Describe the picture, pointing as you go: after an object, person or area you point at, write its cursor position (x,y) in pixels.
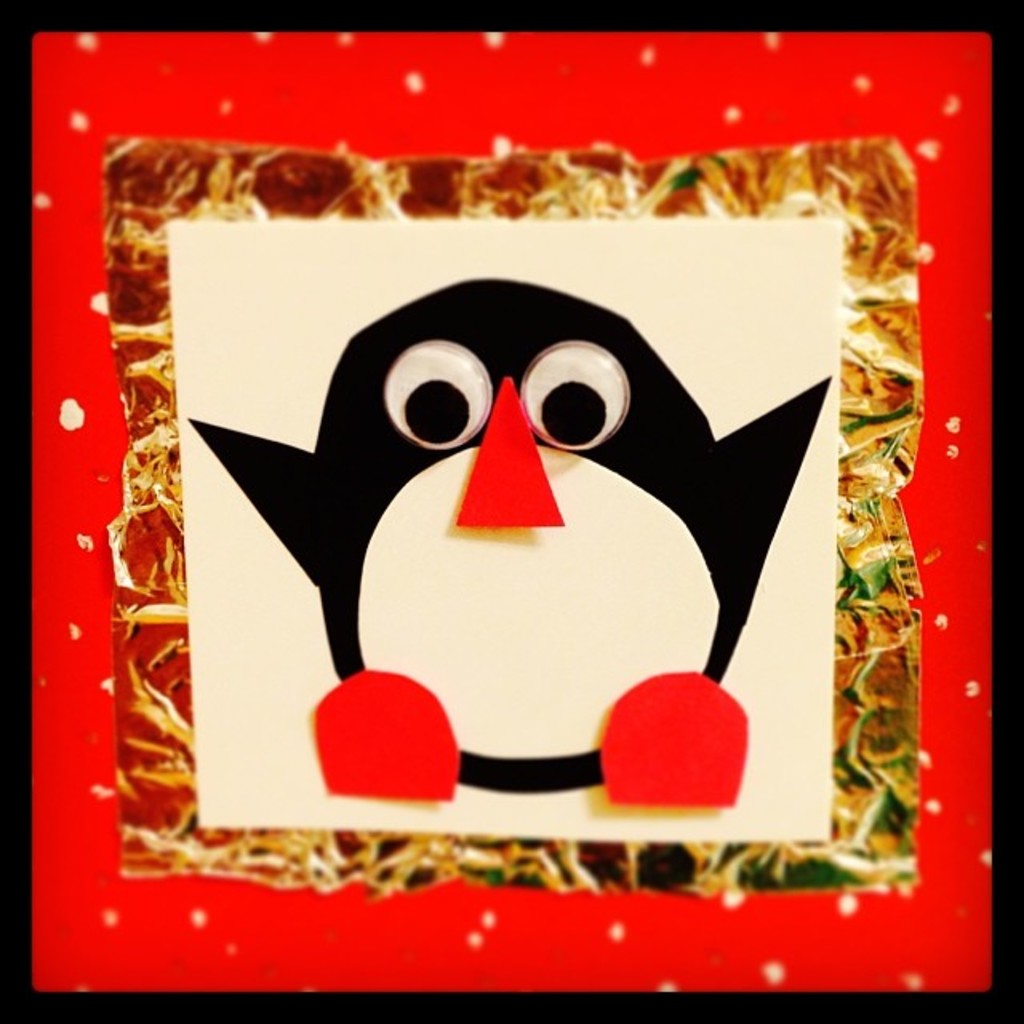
We can see paper craft (224,280) of a penguin (381,788). In the background (81,663) it is red.
